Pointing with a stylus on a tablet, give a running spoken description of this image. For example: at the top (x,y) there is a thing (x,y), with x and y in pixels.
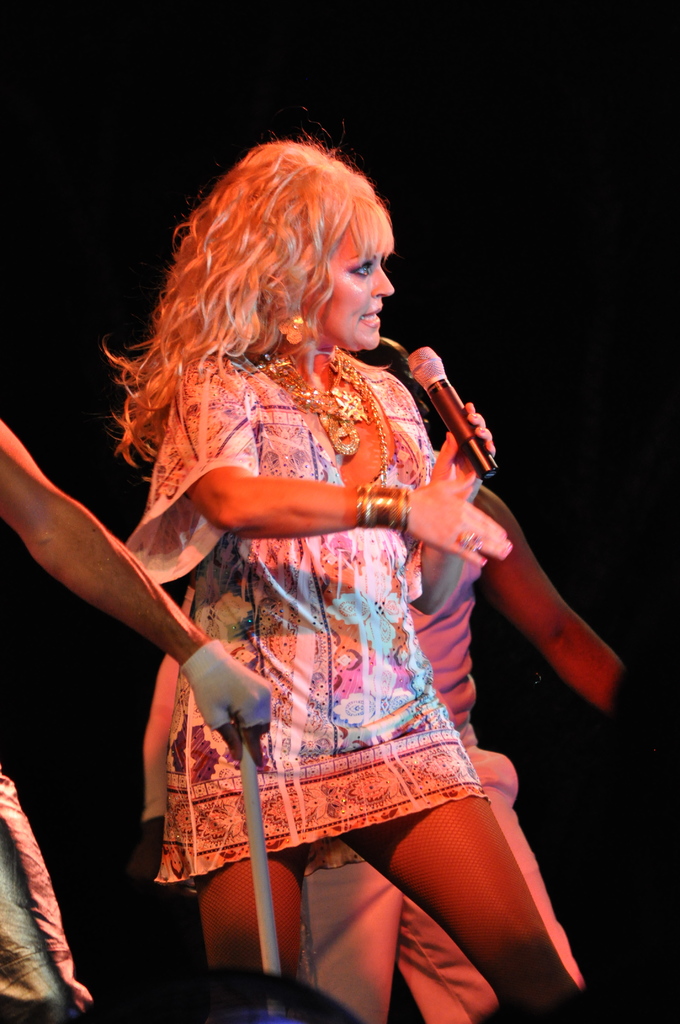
In this picture I can see there is a woman (358,395) standing and she is wearing a dress (270,642) and she is holding a microphone (414,362) in her hand (473,480) and she is looking at right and there are two persons (70,559) in the backdrop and the backdrop (518,188) is dark.
